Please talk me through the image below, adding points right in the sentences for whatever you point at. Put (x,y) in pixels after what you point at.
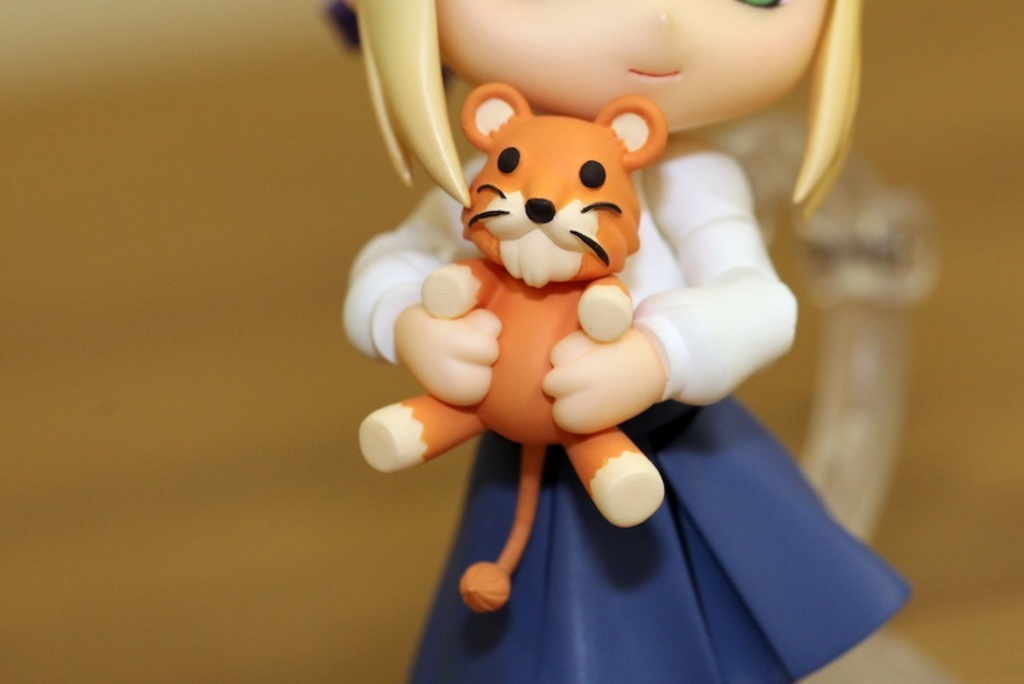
In this picture we can see there are toys (521,318). Behind the toys (524,265), there is the blurred background (928,431).
